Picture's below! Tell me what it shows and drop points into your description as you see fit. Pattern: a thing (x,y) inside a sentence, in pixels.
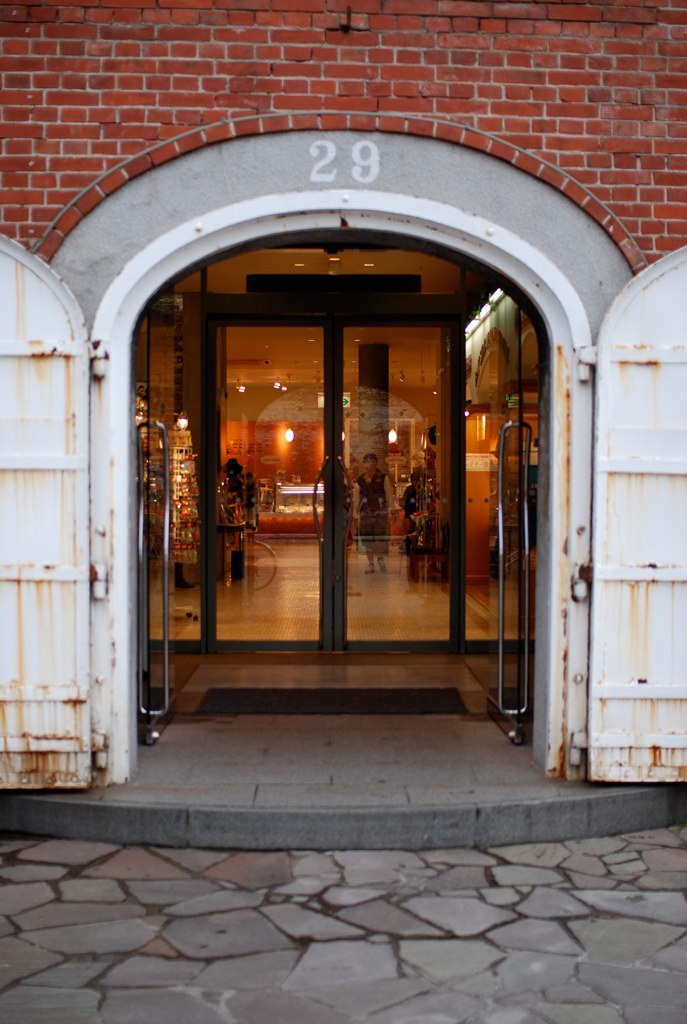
In this picture we can see the wall (379,133), doors (249,520), floor (296,759), lights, pillar (370,396), some people (369,523) and some objects (426,455).
